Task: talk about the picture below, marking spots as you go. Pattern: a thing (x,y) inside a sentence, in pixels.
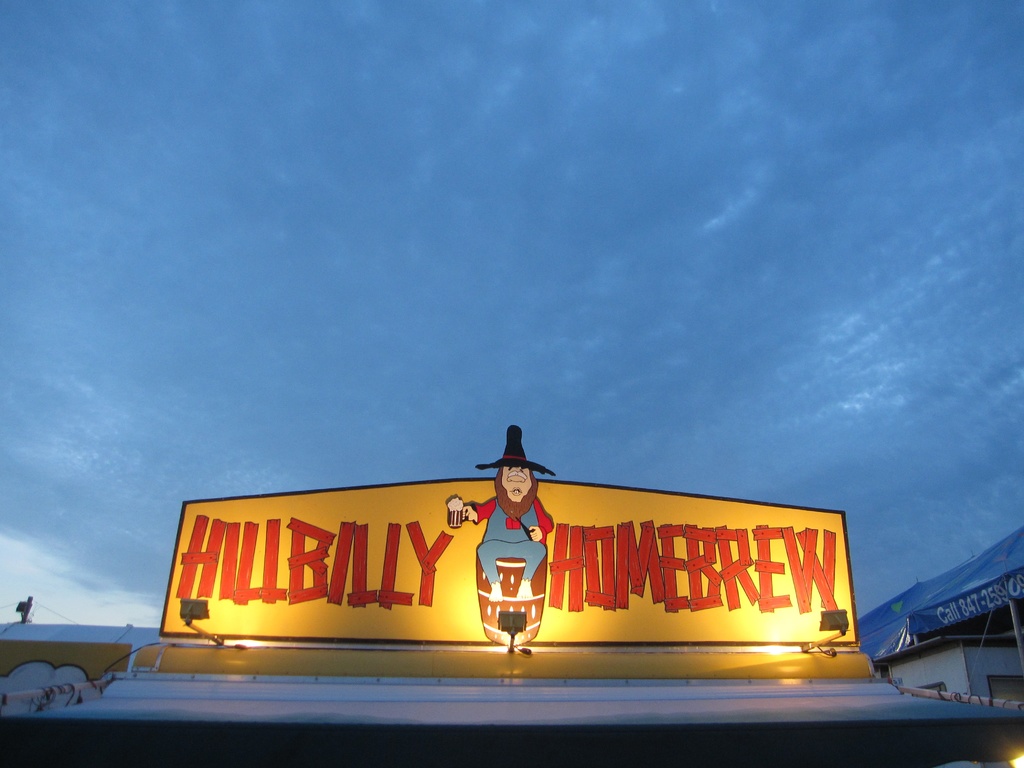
As we can see in the image there are buildings (961,747), banner (675,561), sky (516,177) and clouds (757,104).
